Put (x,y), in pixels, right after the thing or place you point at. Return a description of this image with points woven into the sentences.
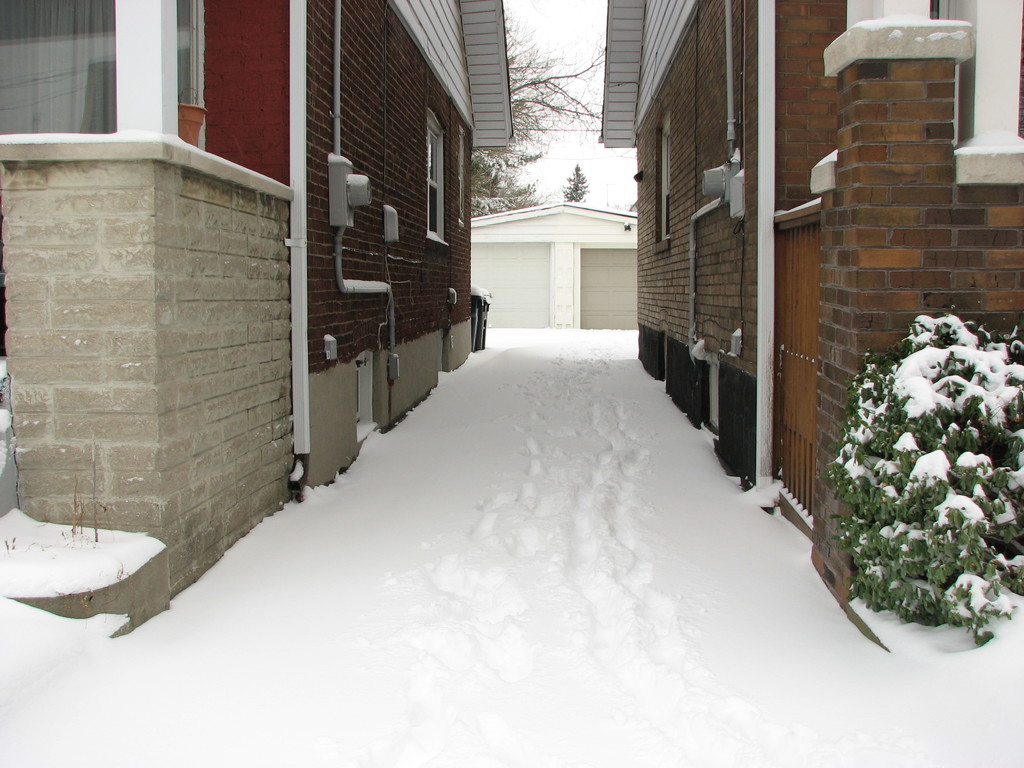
In the picture there are two houses (840,188) and the land (479,484) around the house (430,301) is completely covered with snow (88,701) and in the background (569,127) a sky (565,154) and few trees (521,158).
